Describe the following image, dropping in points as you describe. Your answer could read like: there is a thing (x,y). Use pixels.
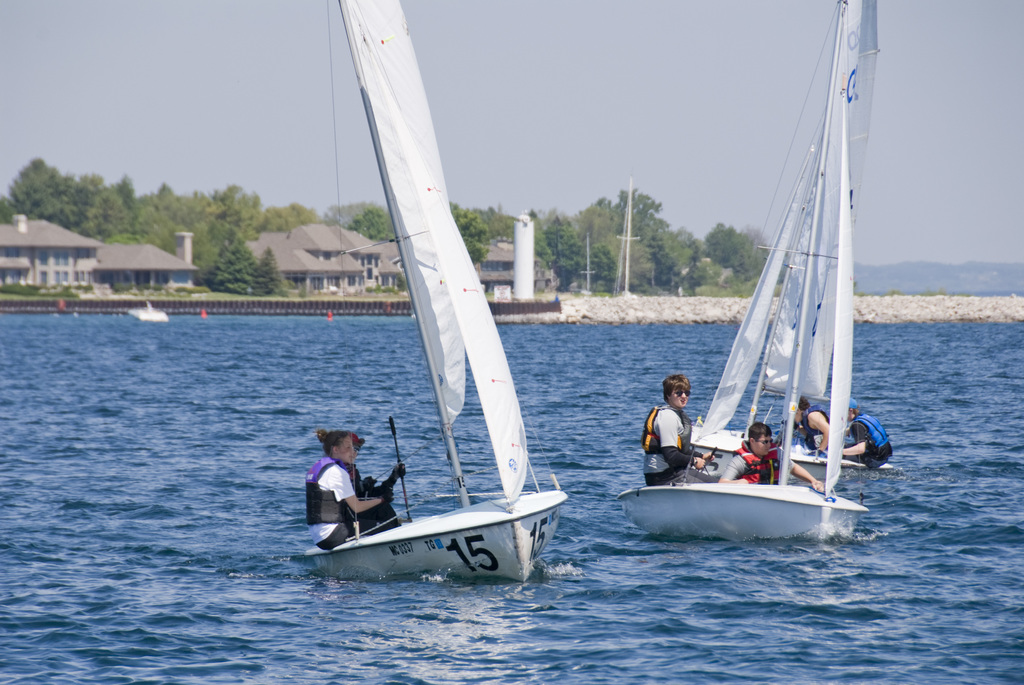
In this image we can see some boats (435,379) in a large water body (563,509). We can also see some people (334,533) sitting in that boats (663,506). On the backside (354,290) we can see a fence (342,304), traffic poles (331,319), some houses (388,272) with roof (343,262) and windows (368,276), a group of trees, poles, the hills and the sky (510,138) which looks cloudy.
